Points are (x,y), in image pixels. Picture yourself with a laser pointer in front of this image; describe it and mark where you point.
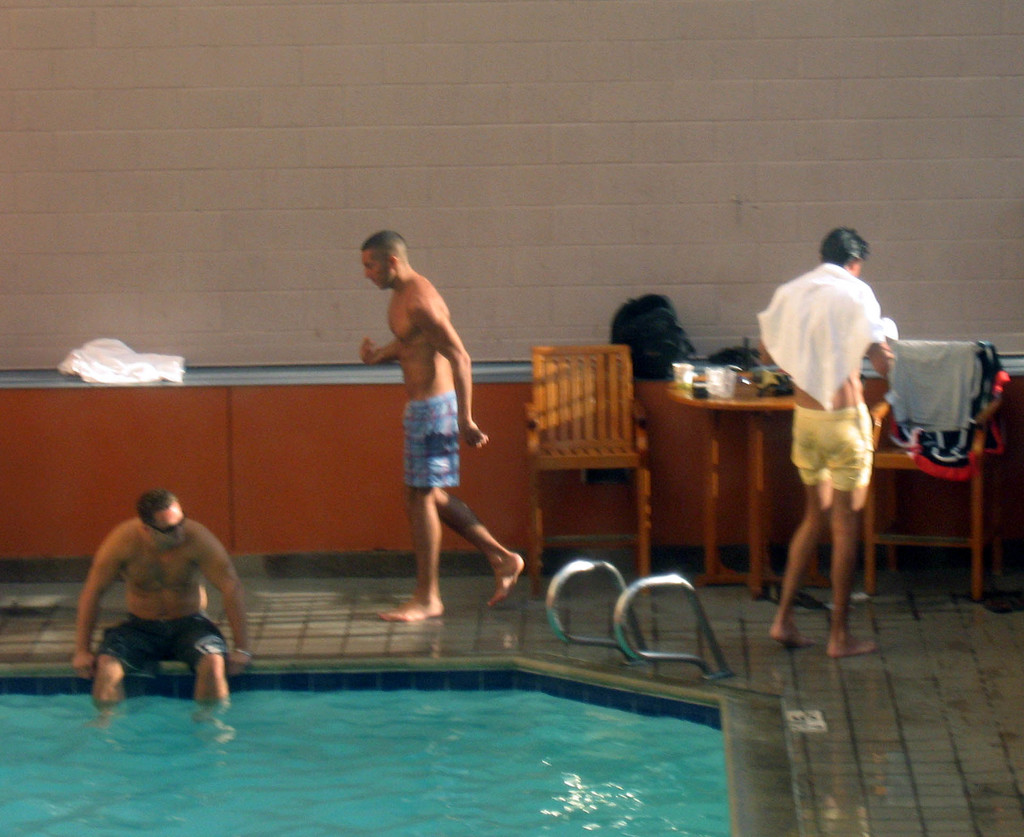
In this picture we can see two persons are standing on the floor (857,702). This is swimming pool (477,739). Here we can see two chairs (597,357) and this is table (758,414). On the background (332,208) there is a wall (275,175) and this is a backpack (658,349).
